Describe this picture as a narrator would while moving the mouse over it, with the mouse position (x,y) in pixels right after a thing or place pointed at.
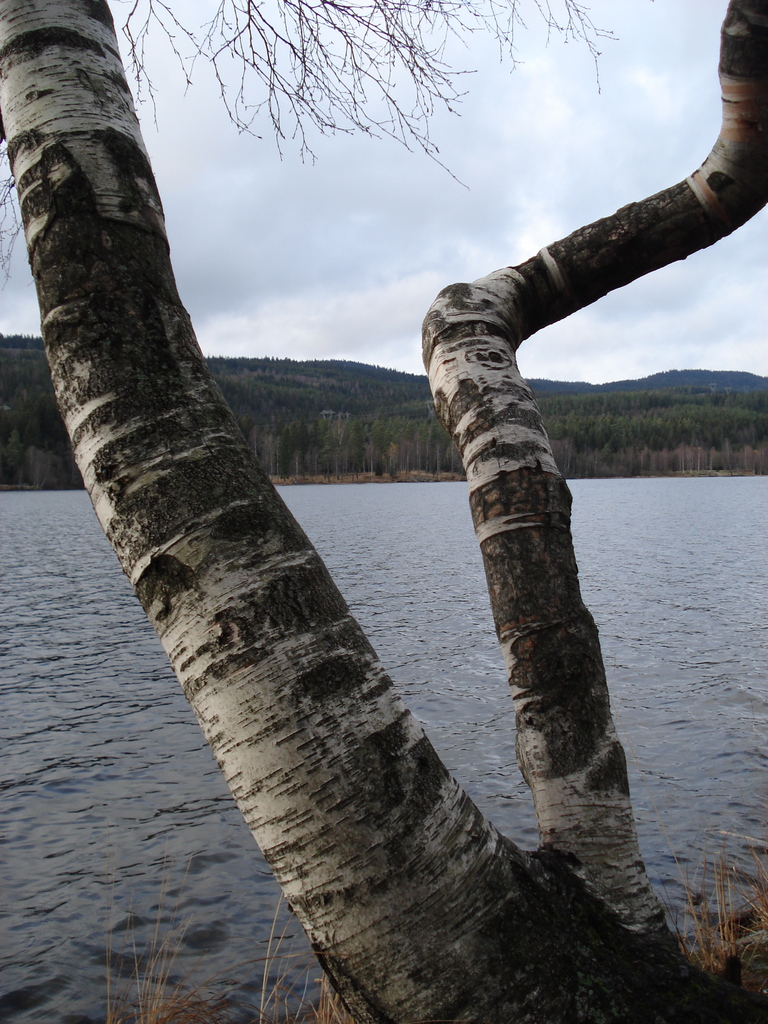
In this image we can see a trunk (311,673) of a tree (439,765). Behind the trunk (329,655) we can see the water (424,569). In the background (274,441), we can see a group of trees (254,368) and mountains (235,400). At the top (354,227) we can see the sky (311,218).
